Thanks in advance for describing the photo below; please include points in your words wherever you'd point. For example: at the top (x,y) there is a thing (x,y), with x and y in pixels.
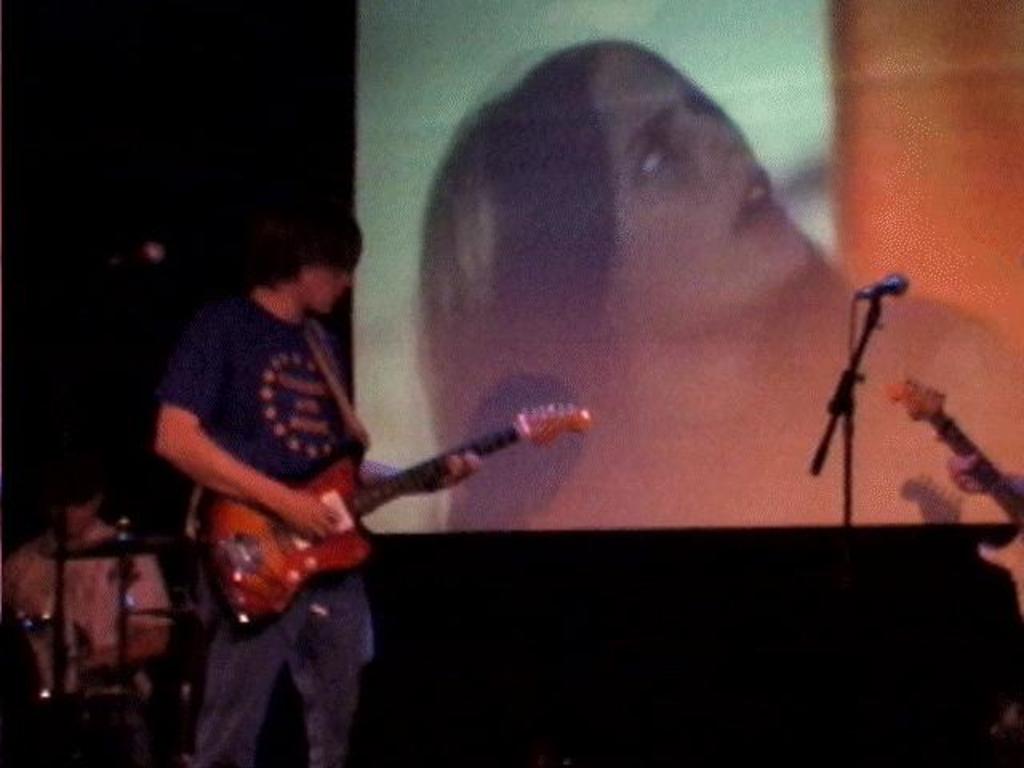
In this image i can see a man (273,352) holding guitar (266,562) and playing at the back ground (734,501) i can see a microphone (856,352) and a screen (703,206).
